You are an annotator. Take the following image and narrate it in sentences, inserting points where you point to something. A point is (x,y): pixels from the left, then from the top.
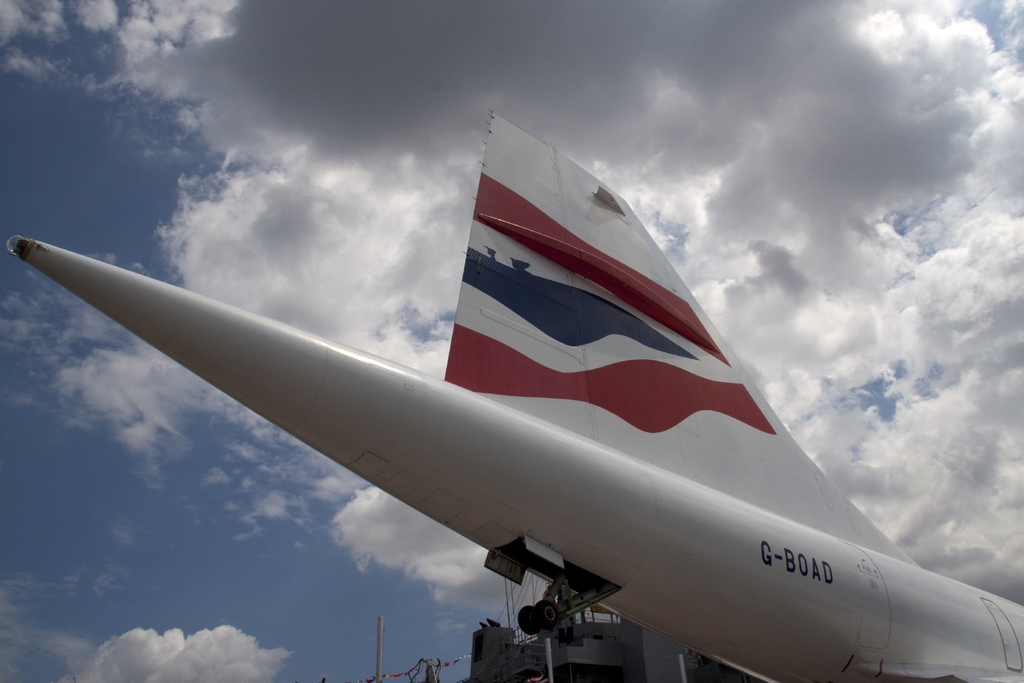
In this picture we can see a plane (852,537). Here we can see a plane tires (524,625). On the bottom (577,631) we can see building (509,661) and flags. On the background (642,19) we can see the sky (417,330) and clouds (896,291).
